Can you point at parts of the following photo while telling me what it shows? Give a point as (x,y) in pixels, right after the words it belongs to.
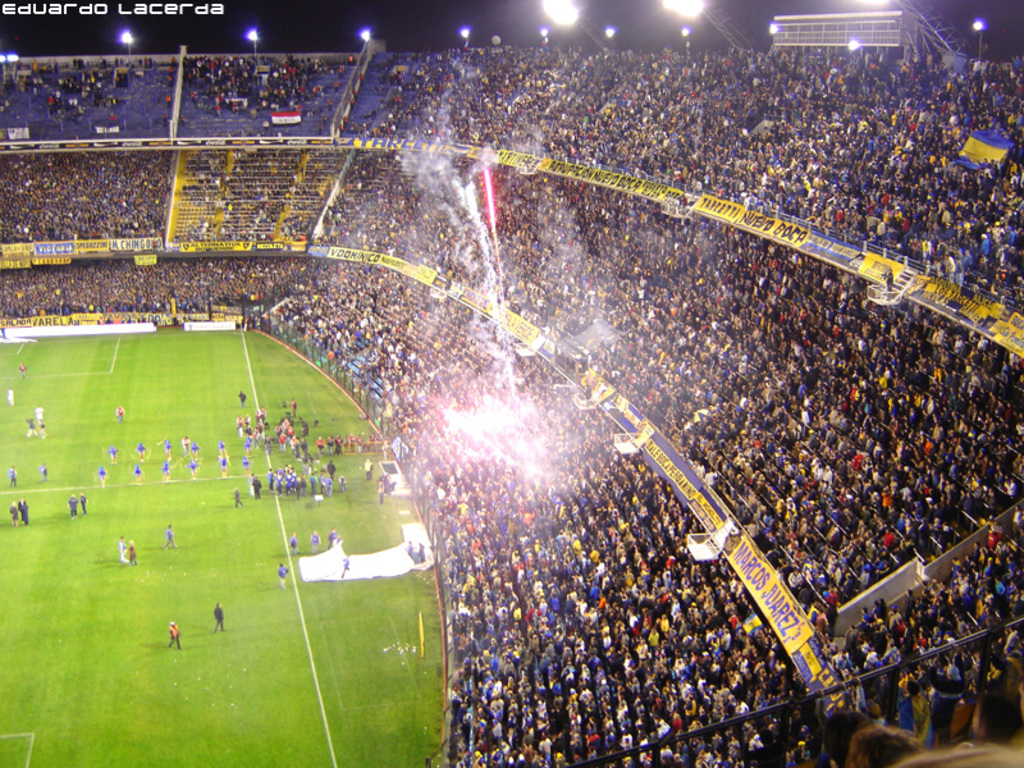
The image is captured inside a stadium (399,631), there is a huge crowd (560,219) and there is a ground (306,415) in front of the crowd (27,216), the players (100,474) and few other people (235,489) are standing inside the ground (367,606).
